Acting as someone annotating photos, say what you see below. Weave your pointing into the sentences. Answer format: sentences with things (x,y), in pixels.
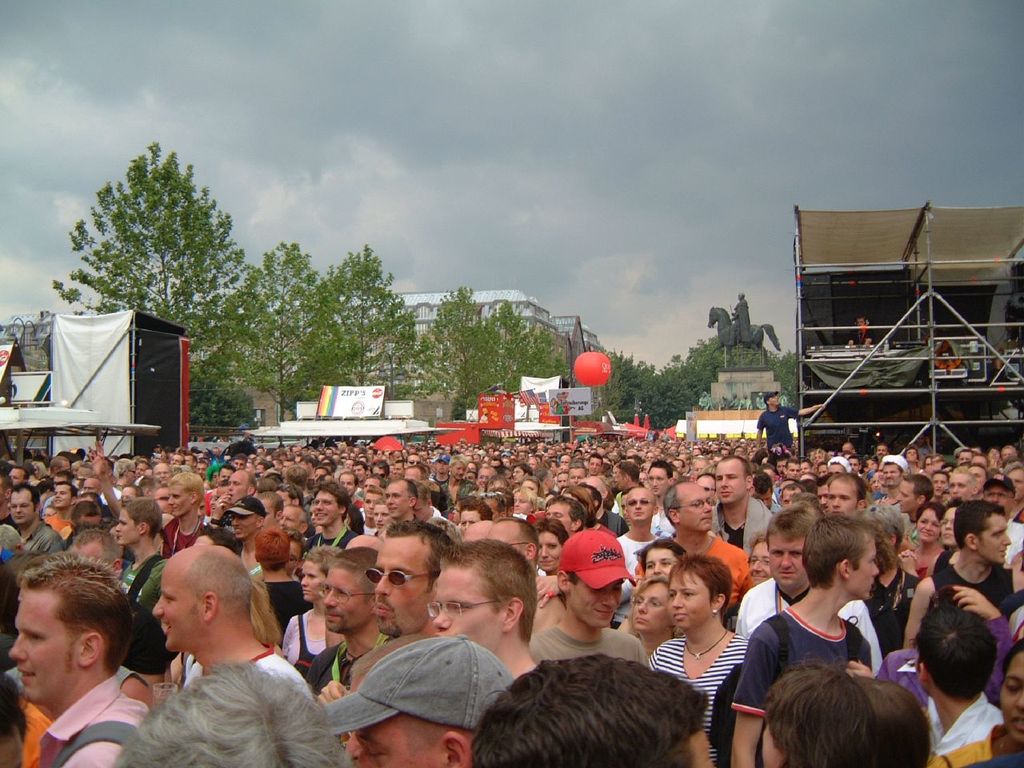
This image is taken outdoors. At the top of the image (114,29) there is the sky (762,237) with clouds (785,213). In the background (559,349) there are a few buildings (557,327). There are many trees (230,335) with leaves (270,336), stems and branches (518,350). There is a statue (734,340) of a man (734,326) riding on the horse (758,338) on the cornerstone (752,393). There are a few stalls (325,418) and there are a few boards (336,404) with text (491,412) on them. There is a balloon (598,359). In the middle of the image (469,504) many people (348,727) are standing. On the right side of the image (907,343) there is a stall (880,376) with a few iron bars (853,372) and a tent (967,247).
